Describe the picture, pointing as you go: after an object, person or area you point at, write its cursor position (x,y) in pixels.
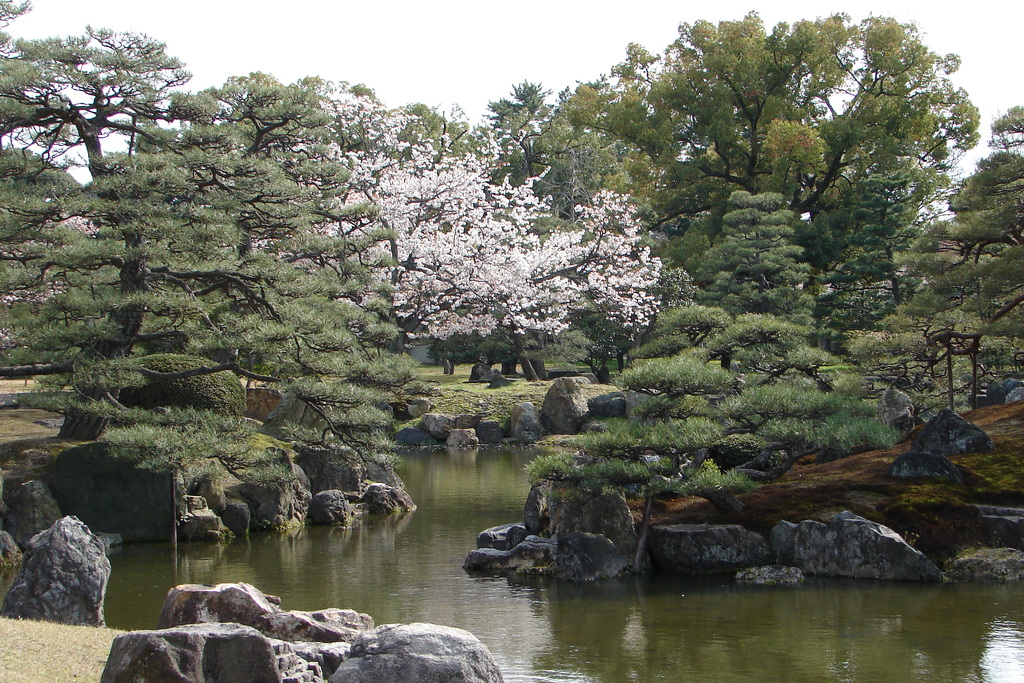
This image is taken outdoors. At the bottom of the image (641,652) there is a lake (239,564) with water (365,580) and there are many rocks (670,535) on the ground (786,479). In the middle of the image (451,411) there is a ground (39,438) with grass (440,384) on it and are many trees (792,449).
